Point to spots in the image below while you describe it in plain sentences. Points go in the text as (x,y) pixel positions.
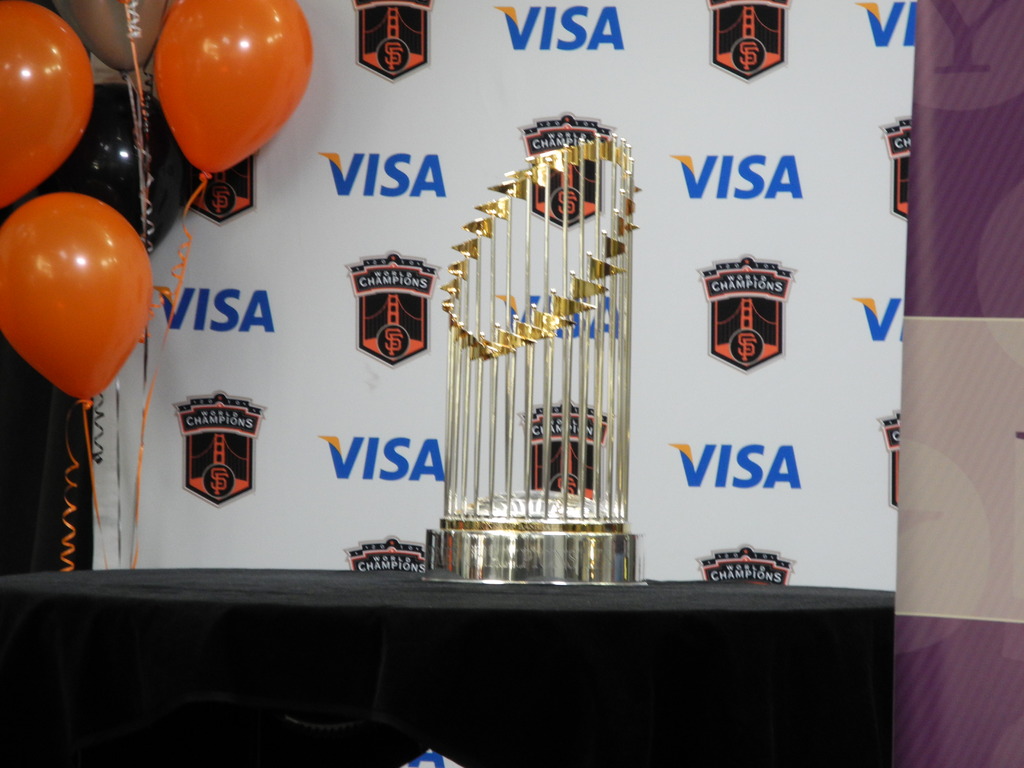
At the bottom of the image (443,641) we can see a table (466,660). On the table (466,660) we can see a cloth (425,574) and trophy (547,438). In the background of the image (462,402) we can see the wall (744,153), board (400,225) and balloons (30,42).
